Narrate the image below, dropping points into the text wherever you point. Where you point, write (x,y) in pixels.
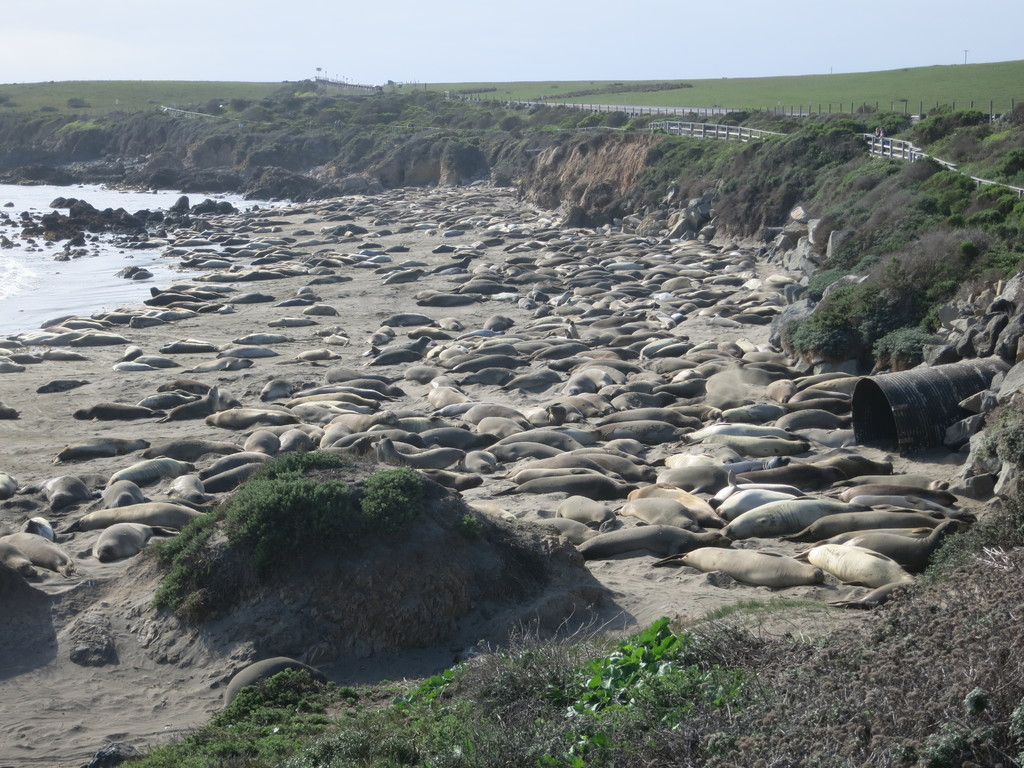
Here we can see animals (434,268) are lying on the sand (222,328) and on the left (132,205) we can see water (14,251) and stones (176,217). In the background (609,29) there is grass (98,107) on the ground (63,119), fences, poles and sky (441,80). On the right (866,425) we can see a drum (934,424) on the sand (462,630) and there are small stones (949,440). At the bottom (986,590) we can see small plants (903,749) and grass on the ground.
